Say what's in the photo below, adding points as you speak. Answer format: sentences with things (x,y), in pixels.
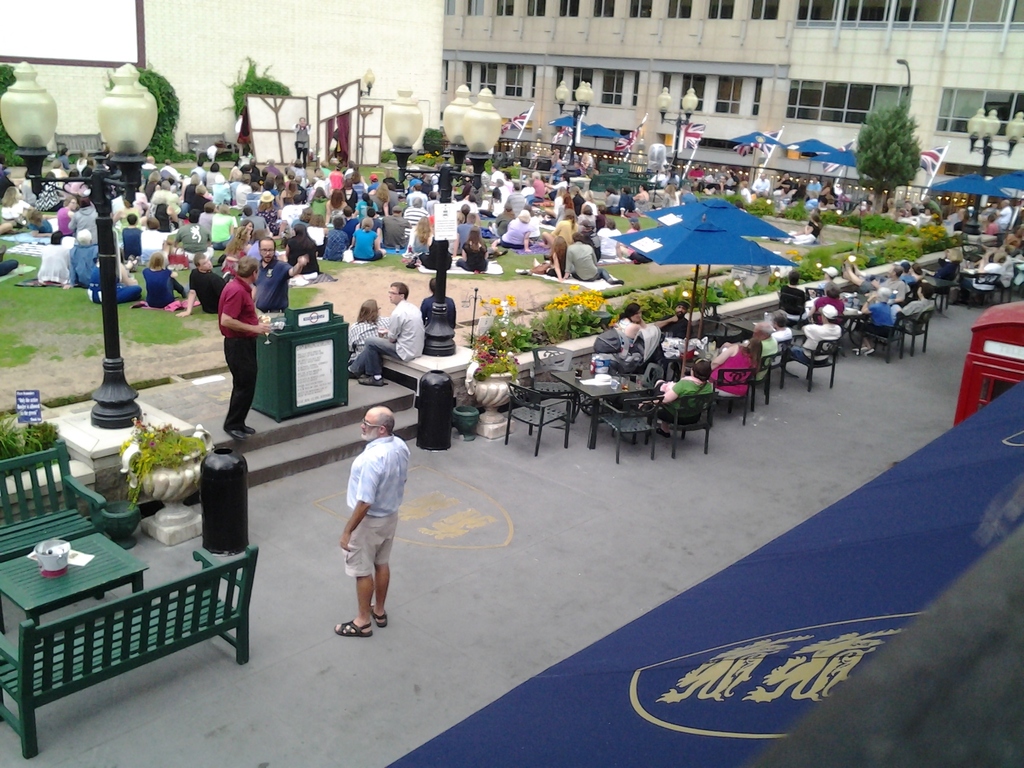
In this picture we can see a group of men and women (402,332) sitting on the ground (359,262). Behind there is a man (305,138) standing and giving a speech. In the background (544,84) we can see the building (848,88). In the front (272,561) bottom side there are some open restaurant tables (603,396) on the street (266,649).
